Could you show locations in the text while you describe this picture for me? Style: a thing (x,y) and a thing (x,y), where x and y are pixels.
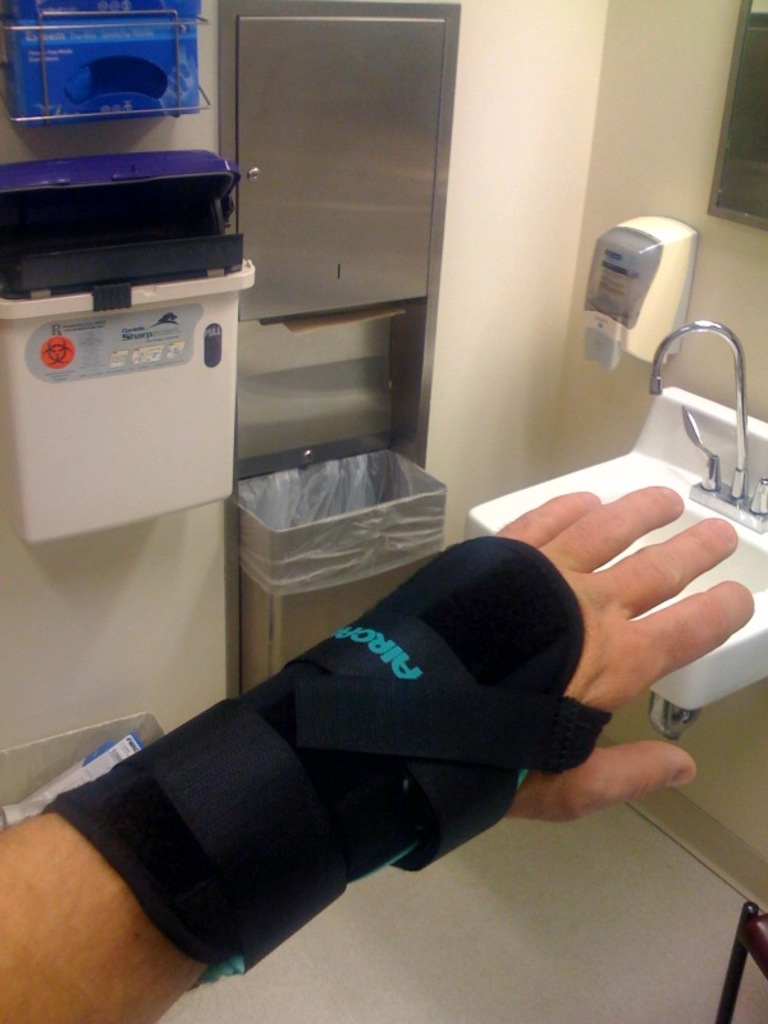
In this image I can see the sink (627,487) and tap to the right (579,478). I can also see the soap dispenser (586,336) to the side. To the left (130,417) I can see the box (88,396) which is in white color. To the side I can see the dustbin (328,524). There is a person's hand (62,979) and the black color band (286,855) to it.
